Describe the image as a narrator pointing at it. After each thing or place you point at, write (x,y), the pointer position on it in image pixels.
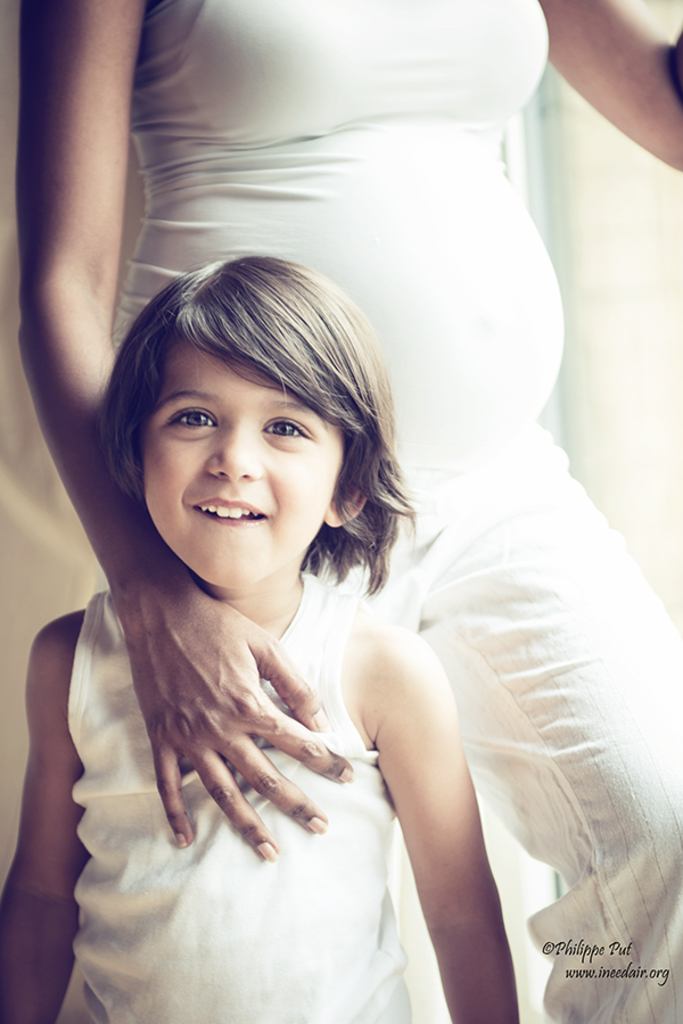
In the center of the image (233,473) there is a girl (249,1021). In the background (84,199) we can see person (354,205).
